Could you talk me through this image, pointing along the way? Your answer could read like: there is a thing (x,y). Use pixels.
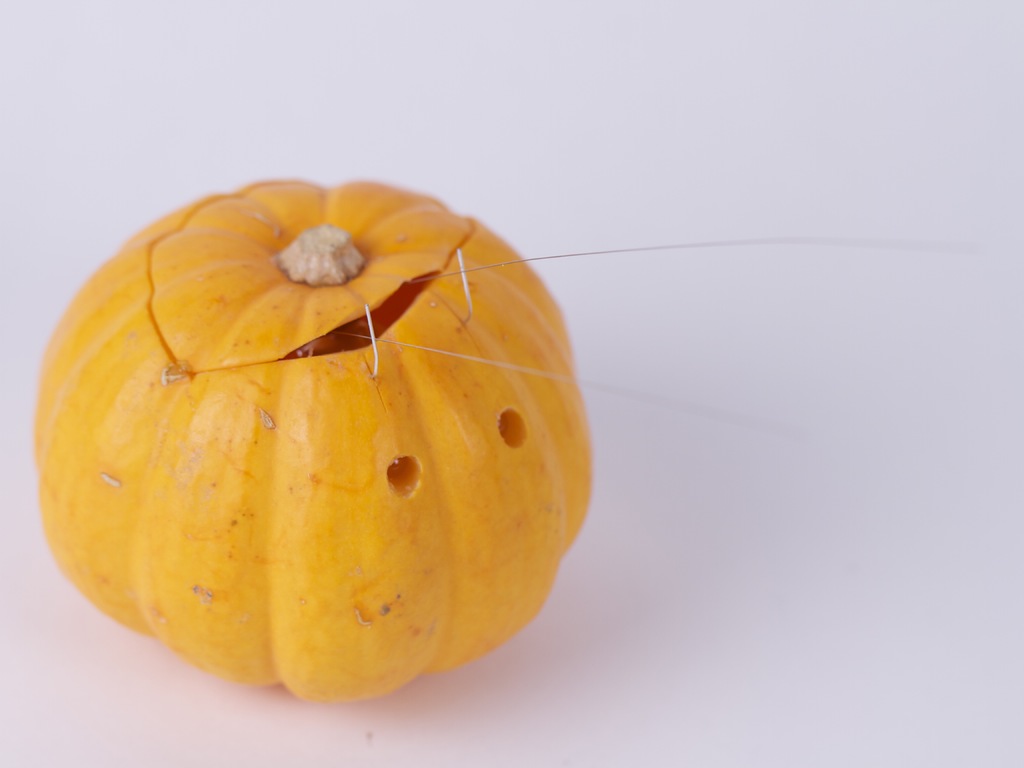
In this image, on the left (302,536) there is a pumpkin (344,468).
